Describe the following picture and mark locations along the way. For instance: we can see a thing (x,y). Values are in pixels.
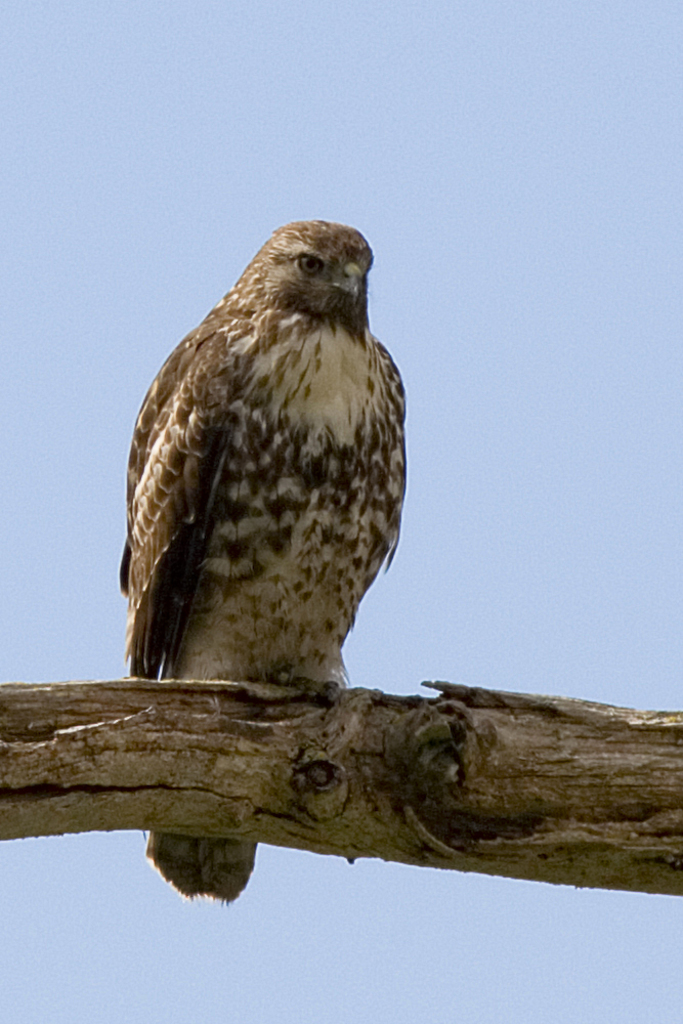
In this picture I can see a hawk (384,538) on the tree branch (375,749) and I can see blue sky (227,231).
